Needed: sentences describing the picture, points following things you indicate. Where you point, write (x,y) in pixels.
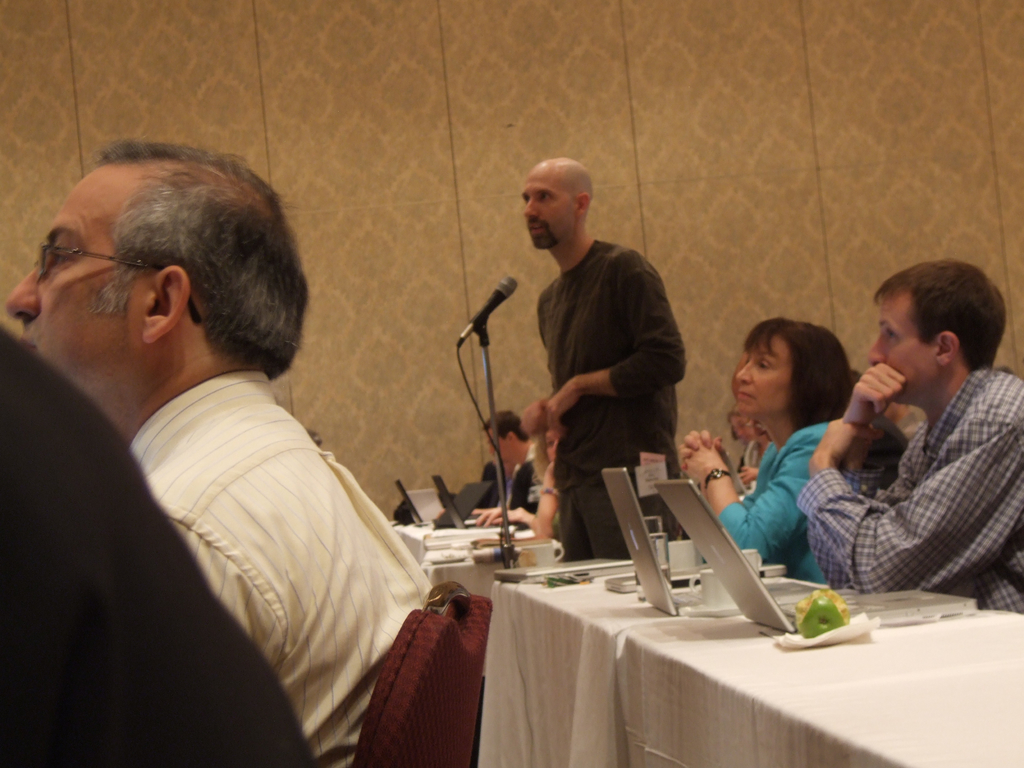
In this image there are group of people (187,570) who are sitting on a chair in the center (563,268) there is one man (558,341) who is standing in front of him there is one mike (509,291) it seems that he is talking. And in the bottom (665,636) there is a big table (856,686) on that table (863,704) there are some laptops (781,604), cups (543,560) and some papers (857,622) are there and that table (688,639) is covered with a white cloth (532,594). On the background (374,68) there is a wall (542,89).
